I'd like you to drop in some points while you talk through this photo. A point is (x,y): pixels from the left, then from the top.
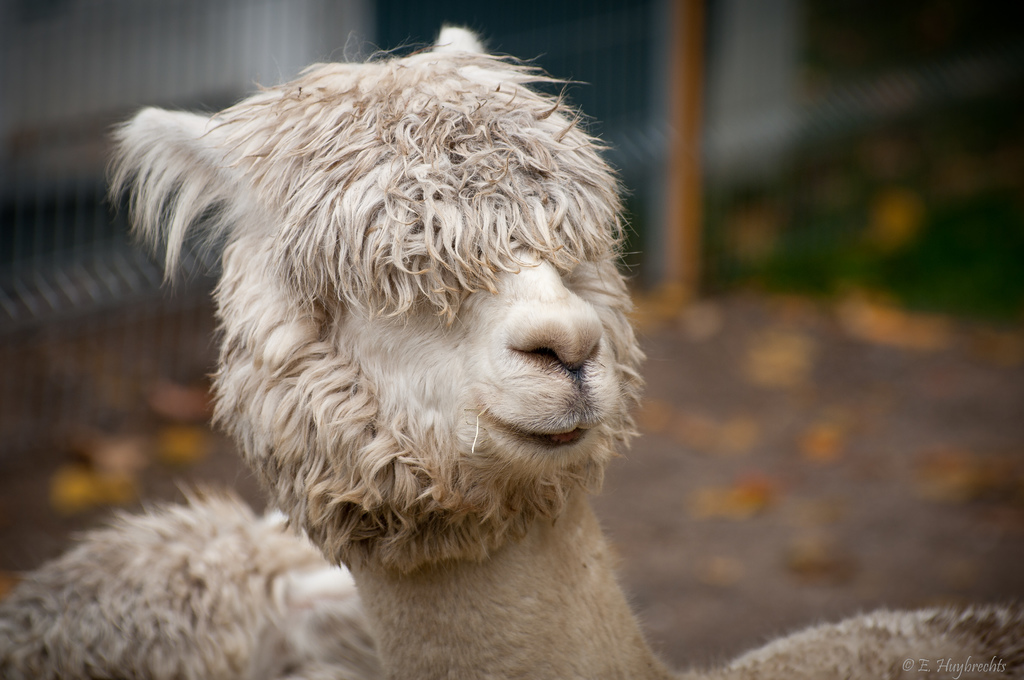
In this picture we can see two animals (337,656) and in the background (127,331) we can see fence (83,240), grass (954,228) and it is blurry.
